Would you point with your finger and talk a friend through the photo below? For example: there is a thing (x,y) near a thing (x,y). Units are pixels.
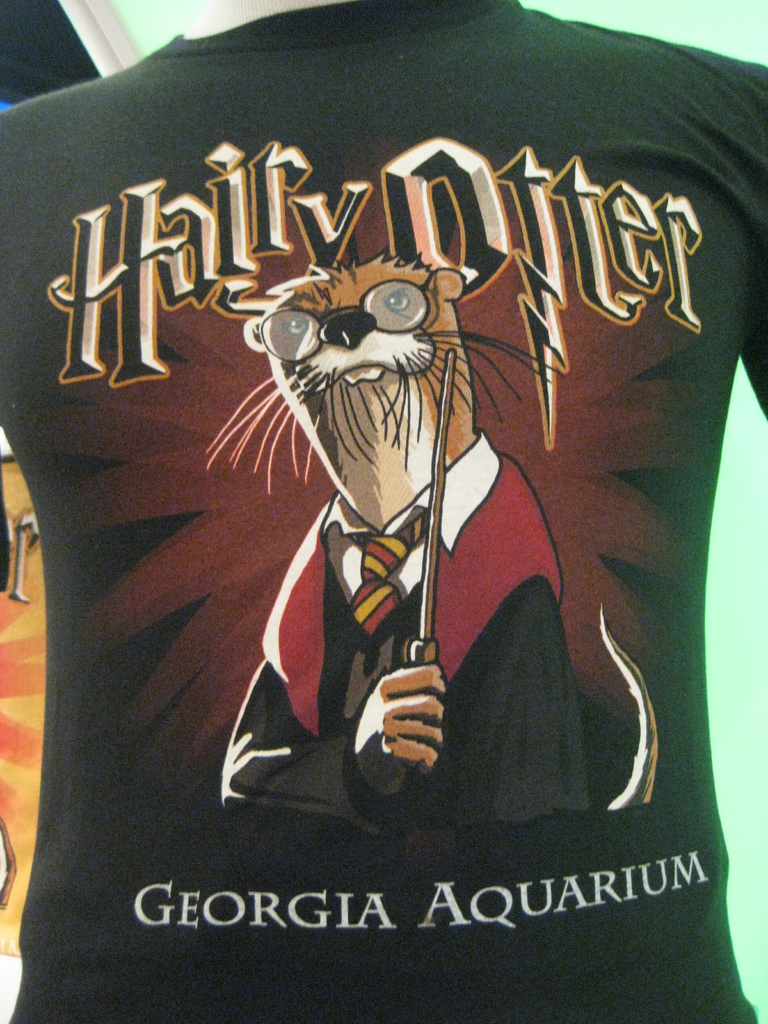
In the center of the image (456,379) there is a black color t-shirt (283,538) with some text (147,912).
